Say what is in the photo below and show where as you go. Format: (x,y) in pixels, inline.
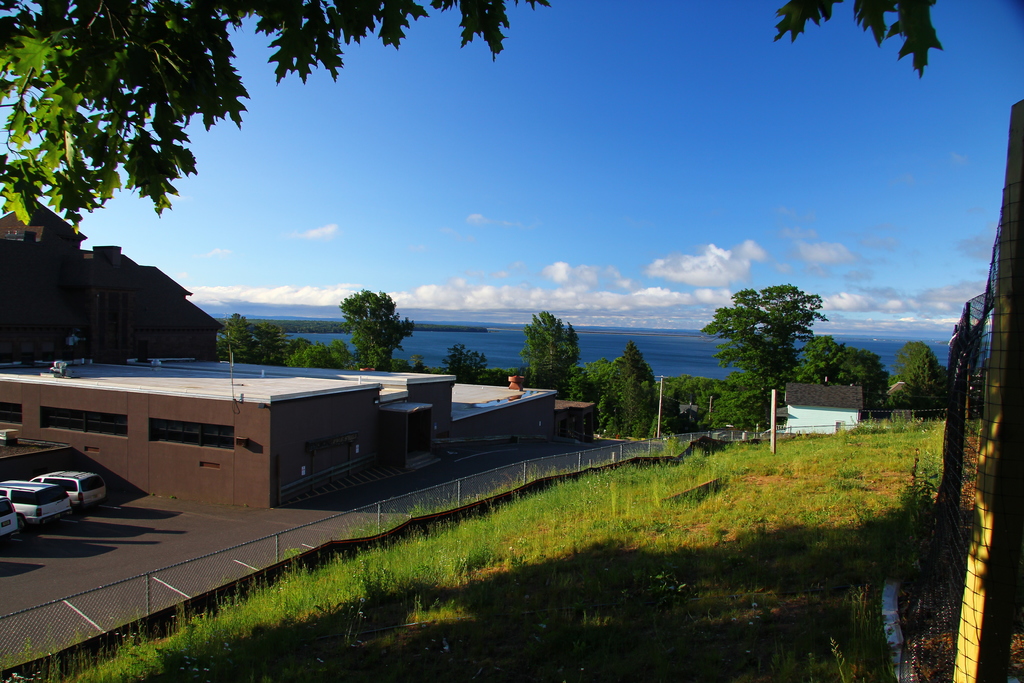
In this image in the front (487,645) there's grass (437,602) on the ground (276,584). In the center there is a fence (332,522). In the background (217,377) there are buildings (127,377), cars (23,500), trees (551,383), there is water (507,343) and the sky (573,273) is cloudy.
